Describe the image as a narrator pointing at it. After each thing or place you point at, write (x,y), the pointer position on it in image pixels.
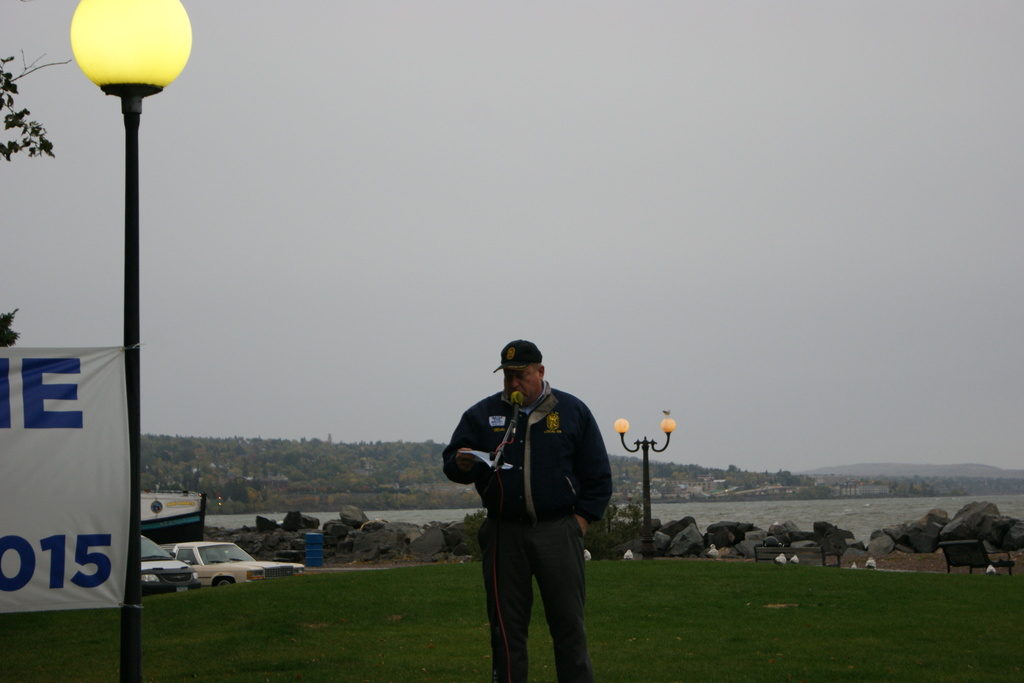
In the center of the image (536,442) we can see a man (542,553) standing and holding a paper (476,452) in his hand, before him there is a mic (520,401). On the left (135,554) there is a pole (123,639) and a banner (105,567). In the background (176,573) there are cars (221,559), rocks (674,542), lights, hills (655,464), river (823,512) and sky (682,213).
